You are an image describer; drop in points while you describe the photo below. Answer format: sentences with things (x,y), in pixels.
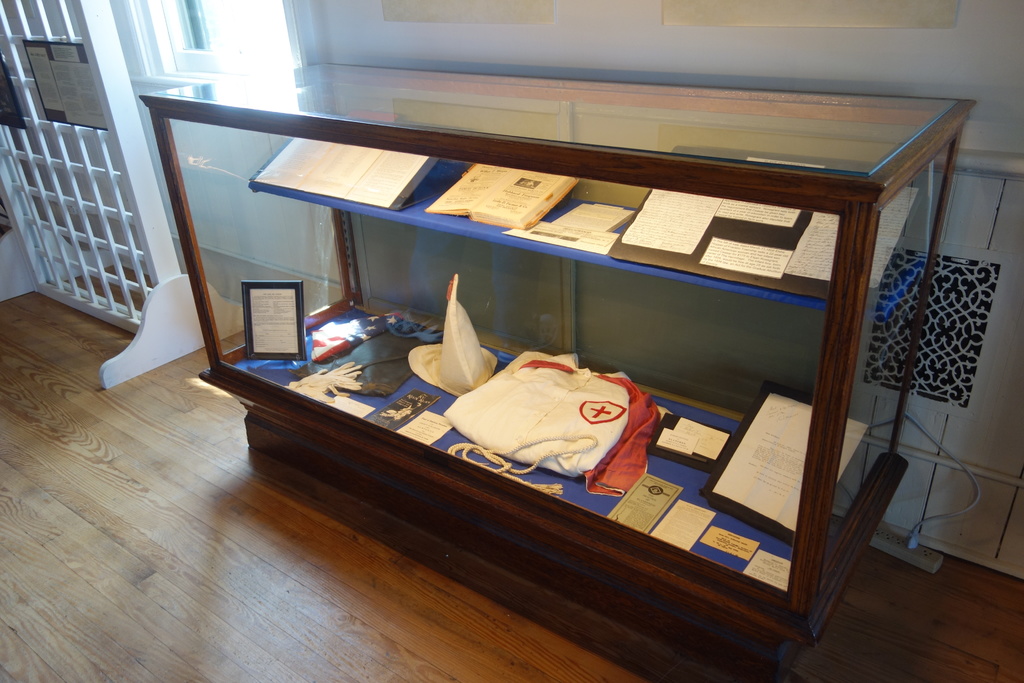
In this image there is a cupboard (440,479) with so many things (536,387) in front of the wall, beside that there is a gate (44,26).
